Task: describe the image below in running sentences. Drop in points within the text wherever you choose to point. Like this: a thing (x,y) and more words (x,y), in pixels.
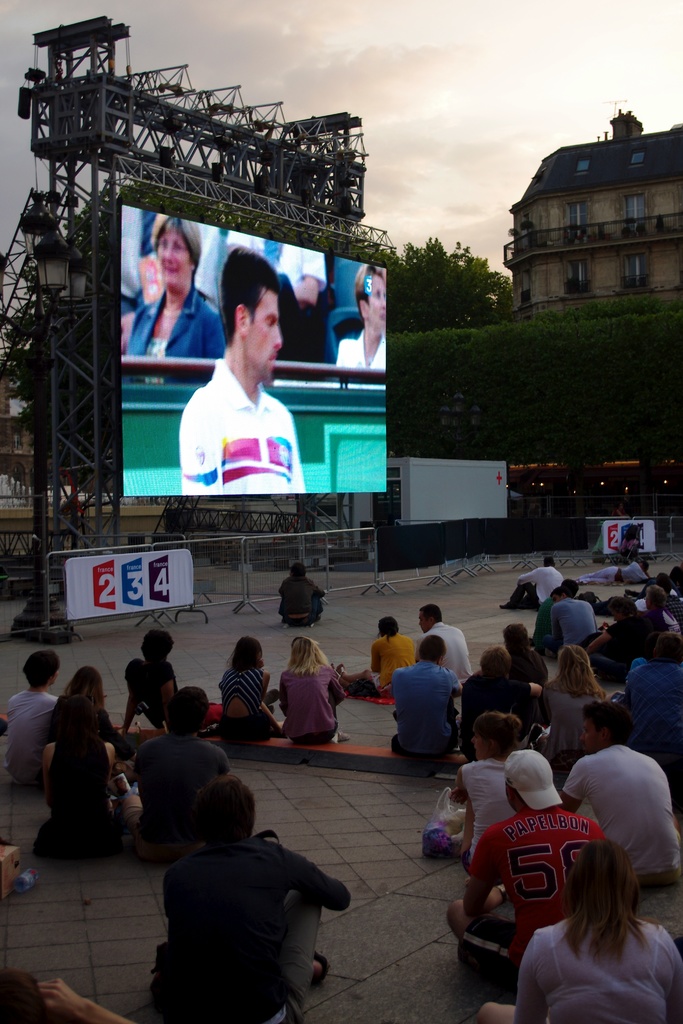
This image consists of many people (89,669) sitting on the ground (142,982). In the front (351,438), we can see a screen (140,275) along with the stands (259,209). On the right (493,369), there are trees (495,369) and plants (534,386) along with a building (606,250). At the top (232,62), there are clouds (170,50) in the sky (198,59).
